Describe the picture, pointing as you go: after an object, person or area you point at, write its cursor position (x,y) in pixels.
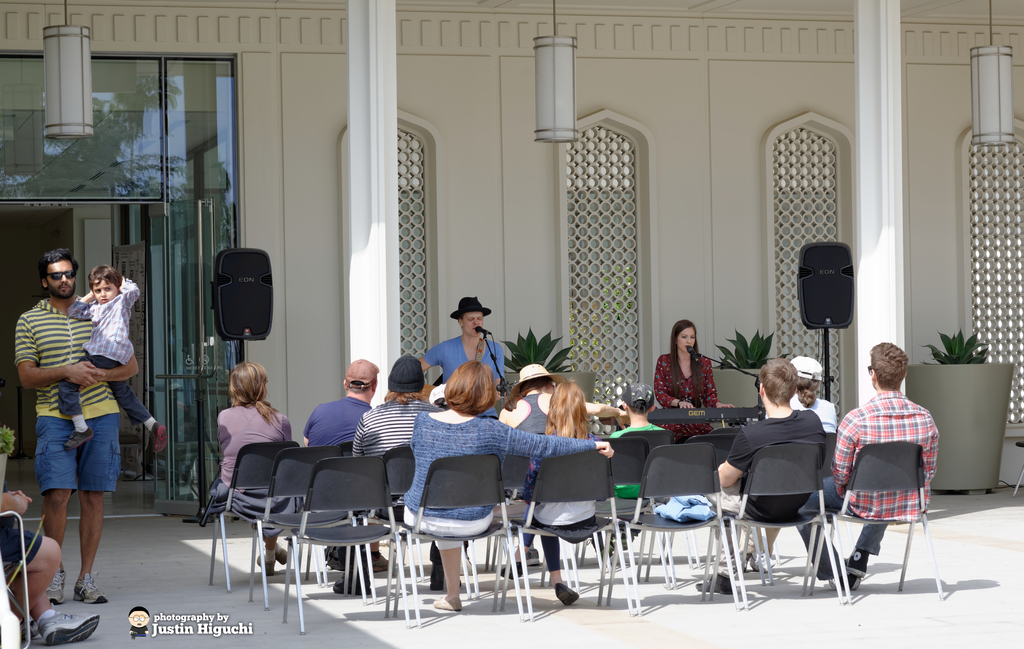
In this picture we can see a group of people (438,359) where here man (473,317) and woman (686,334) are singing on mic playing musical instrument (703,414) such as piano (685,416) and here we can see man (46,300) walking in background (260,305) we can see speaker (260,297), wall (467,104), lamp (548,112), flower pot (967,371) with plant (964,351).
